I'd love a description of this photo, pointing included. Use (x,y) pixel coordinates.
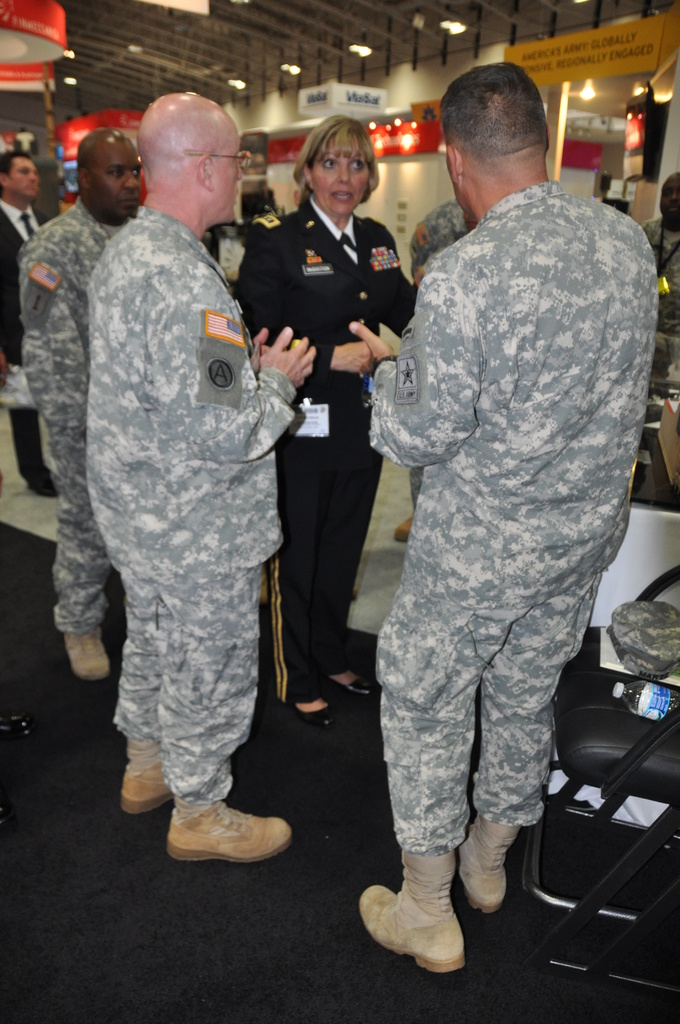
In this picture I can see few people (155,727) are standing and looks like they are speaking to each other and I can see a cap (653,651) and a bottle (647,712) on the chair (541,856) and I can see few boards (306,93) with some text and few lights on the ceiling (84,93).
